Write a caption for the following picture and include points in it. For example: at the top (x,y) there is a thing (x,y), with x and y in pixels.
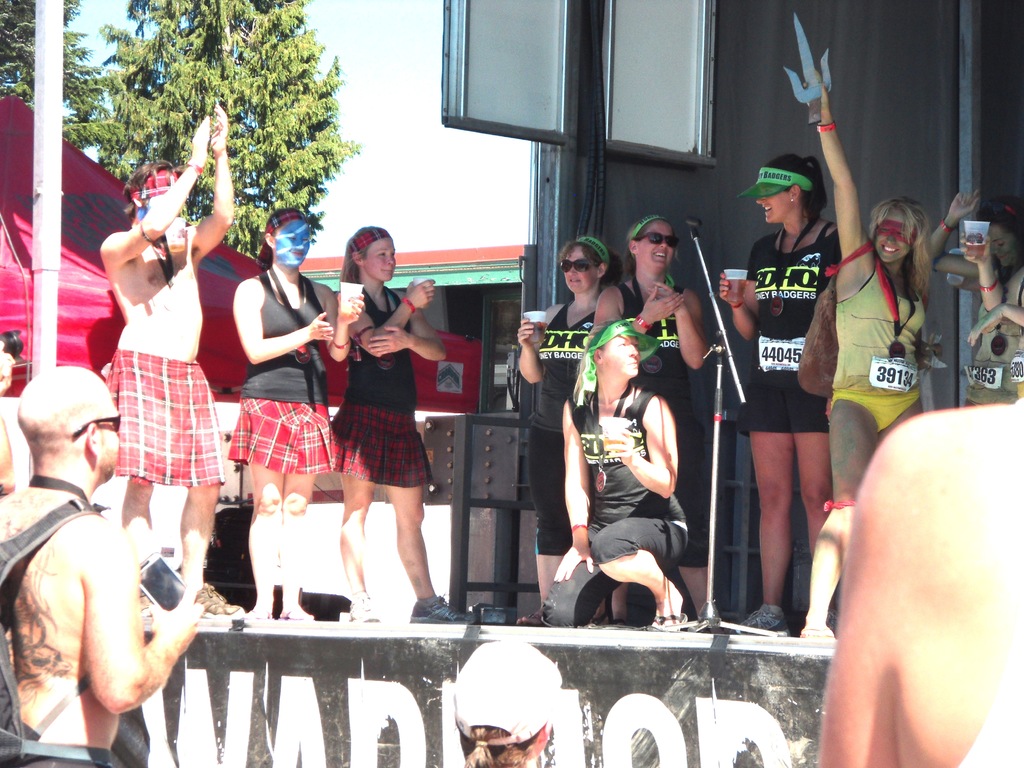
In this image I can see few persons (114,662) standing in front of the stage (388,700), few persons (404,453) standing on the stage (538,289) and a woman (656,485) sitting on the stage (697,662). I can see few of them are holding cups (538,313) in their hands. In the background (84,334) I can see few trees (266,28) which are green in color, a red colored tent (78,291), a building (474,277) and the sky (405,169).
